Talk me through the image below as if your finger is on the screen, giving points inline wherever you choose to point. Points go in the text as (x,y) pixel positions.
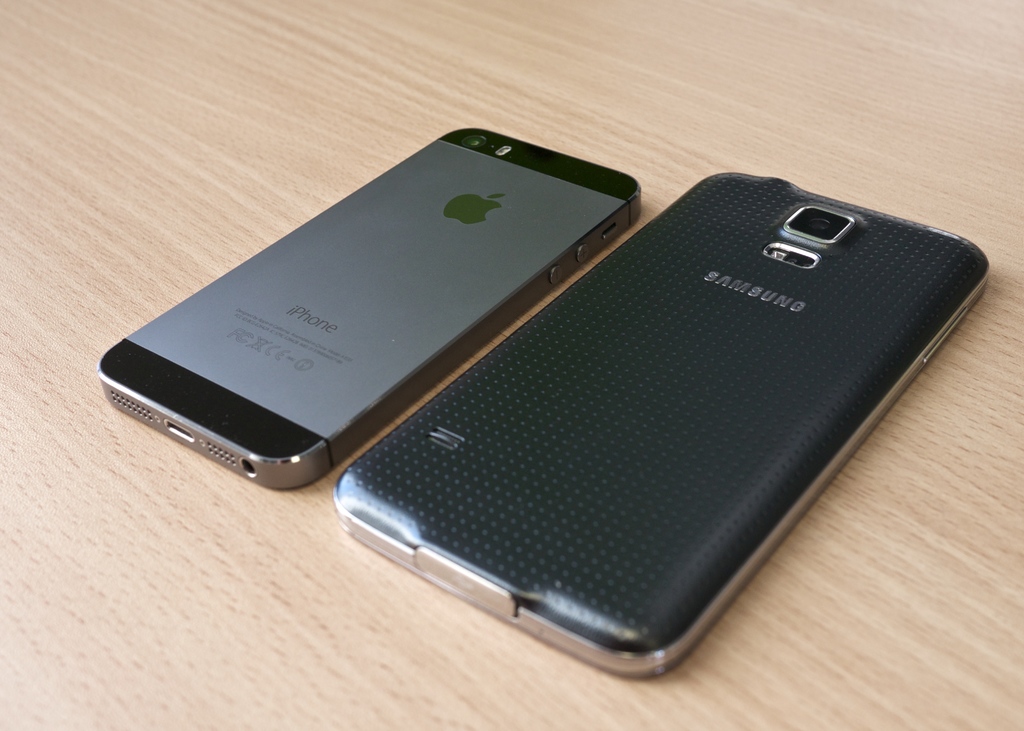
In this picture I can see the iPhone (394,323) and Samsung mobile phone (609,370) which is kept on the table (762,600).
